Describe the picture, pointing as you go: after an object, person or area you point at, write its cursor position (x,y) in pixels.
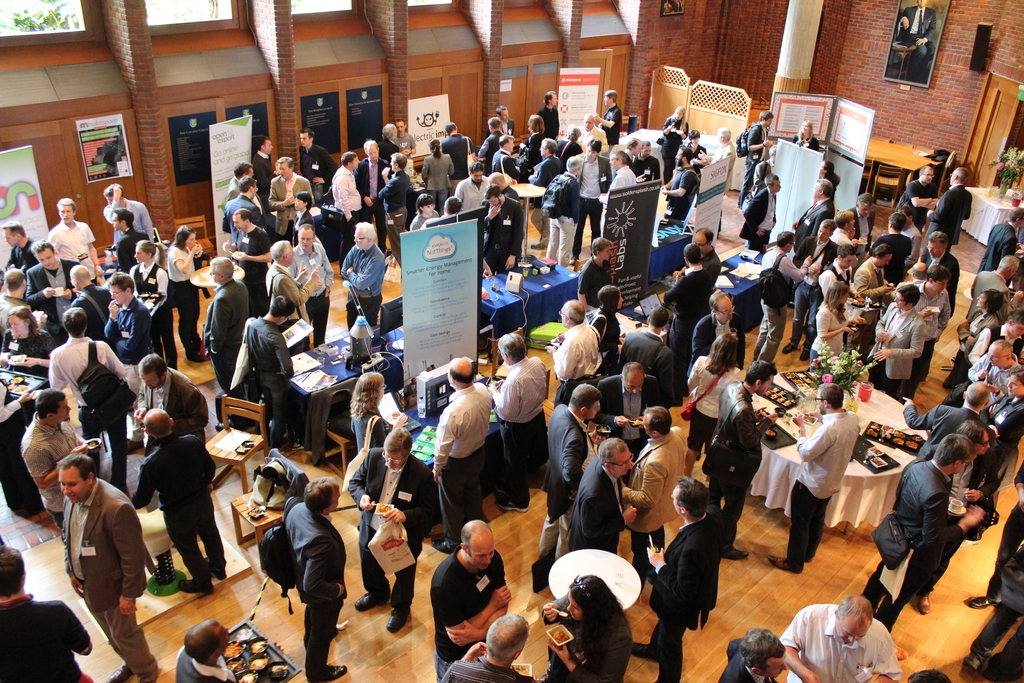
In this image we can see a group of people (369,376) standing on the floor (343,320). In that some are holding the plates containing food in it. We can also see the tables (885,412) containing the bouquets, food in the trays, devices (442,394) and some objects (427,378) which are placed on them. Besides we can see some banners (454,352), frames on a wall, a speaker box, a pillar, windows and a door (506,101).
